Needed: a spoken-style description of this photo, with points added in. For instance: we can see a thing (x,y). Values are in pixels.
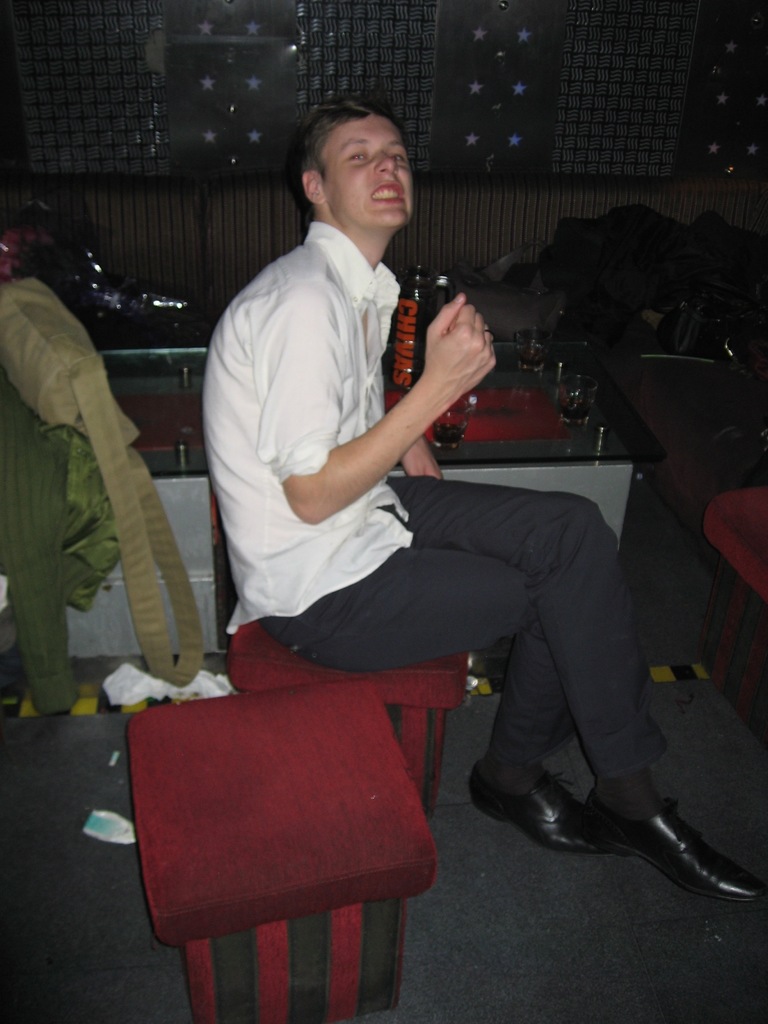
In the foreground of this picture (321,379), there is a man (360,493) sitting on a red stool (345,676) and there is another red stool (301,787) beside him. In the background (40,362), there are bags (102,368), a glass table (170,360) on which glasses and few bottles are placed. There is also a wall (567,90) and few chairs (753,493) in the background (762,496).
